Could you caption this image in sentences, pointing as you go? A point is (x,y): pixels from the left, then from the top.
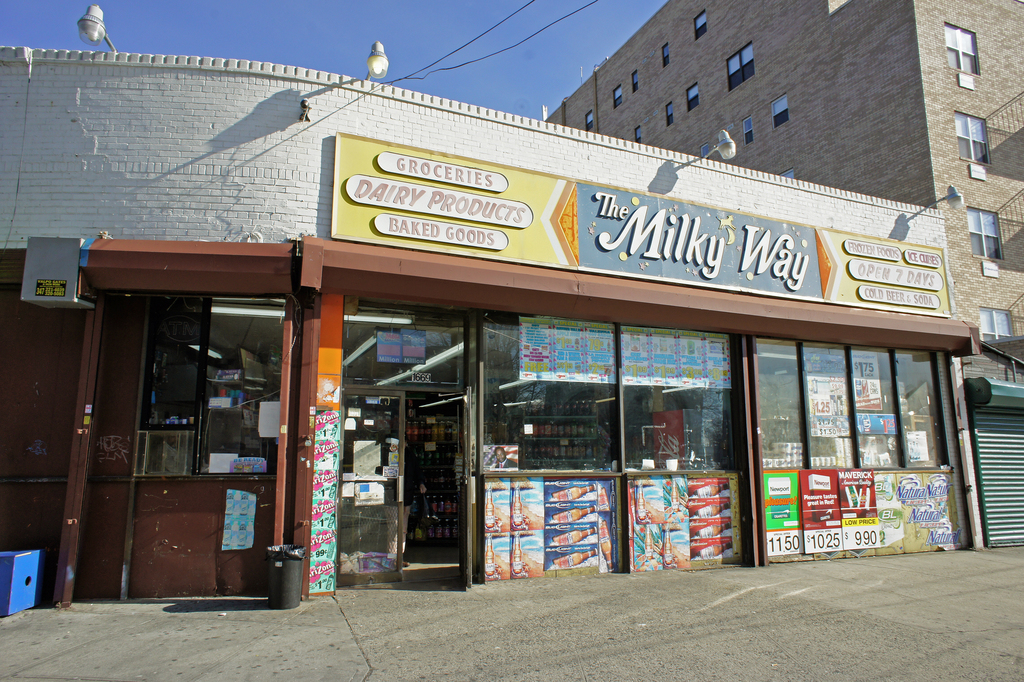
In this image in the middle (501,430), there is a building (715,280) on that there are posters (664,506), text (639,224), lights (102,35), glasses (586,382), windows (229,423) and doors (474,477). At the bottom (274,625) there is a floor (250,611) and dustbin (274,592). On the right (921,134) there is a building (928,117). At the top (377,28) there is sky (404,37).
